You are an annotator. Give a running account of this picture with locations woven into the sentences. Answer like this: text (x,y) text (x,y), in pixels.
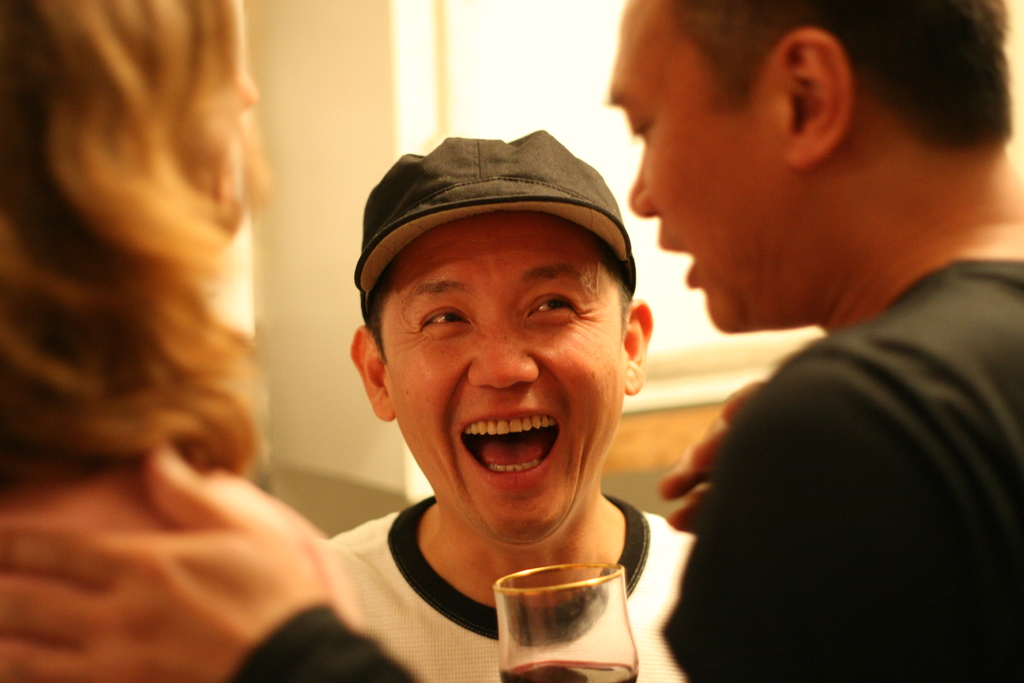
this picture there are people (206,436) in the center of the image (475,303) and there is a glass (512,582) at the bottom side of the image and there is a window (648,381) in the background area of the image (653,381).
